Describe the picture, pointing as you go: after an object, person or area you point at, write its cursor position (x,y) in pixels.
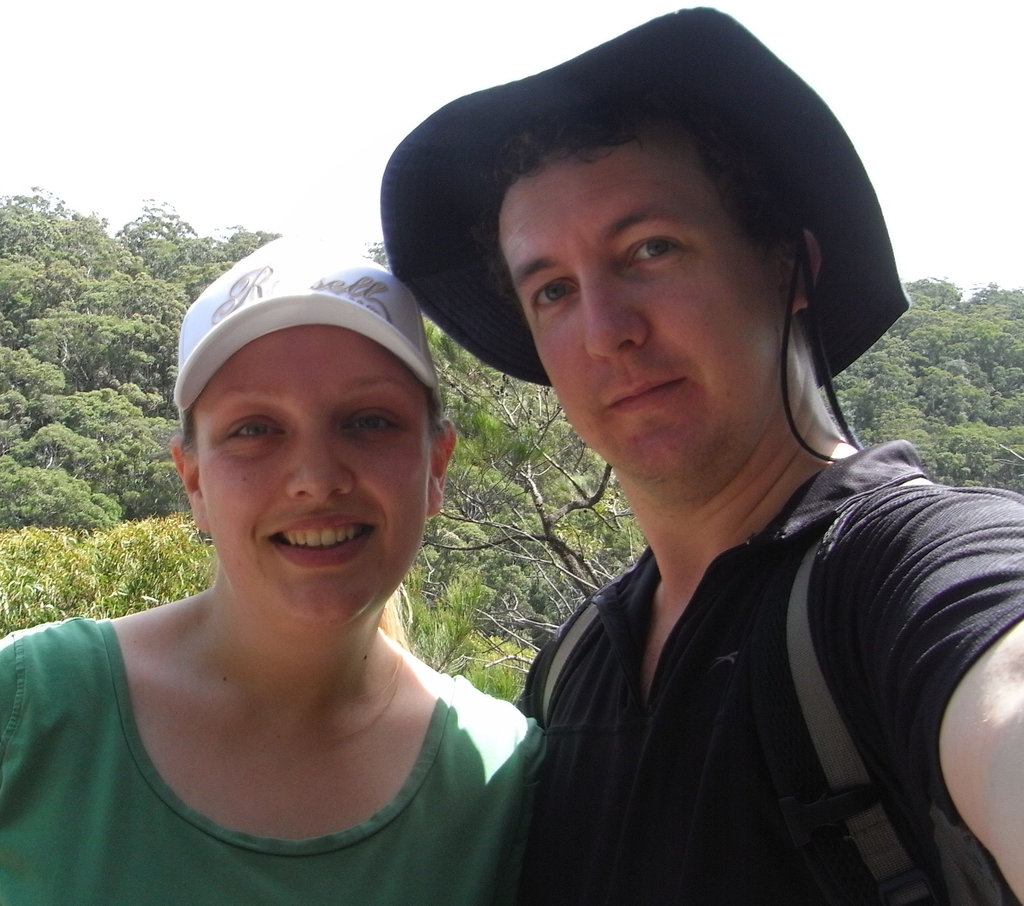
In this image I can see two persons (666,795) and a bag (795,702). In the background (603,554) I can see trees (890,402) and the sky (399,123). This image is taken may be in the forest (514,652) during a day.
